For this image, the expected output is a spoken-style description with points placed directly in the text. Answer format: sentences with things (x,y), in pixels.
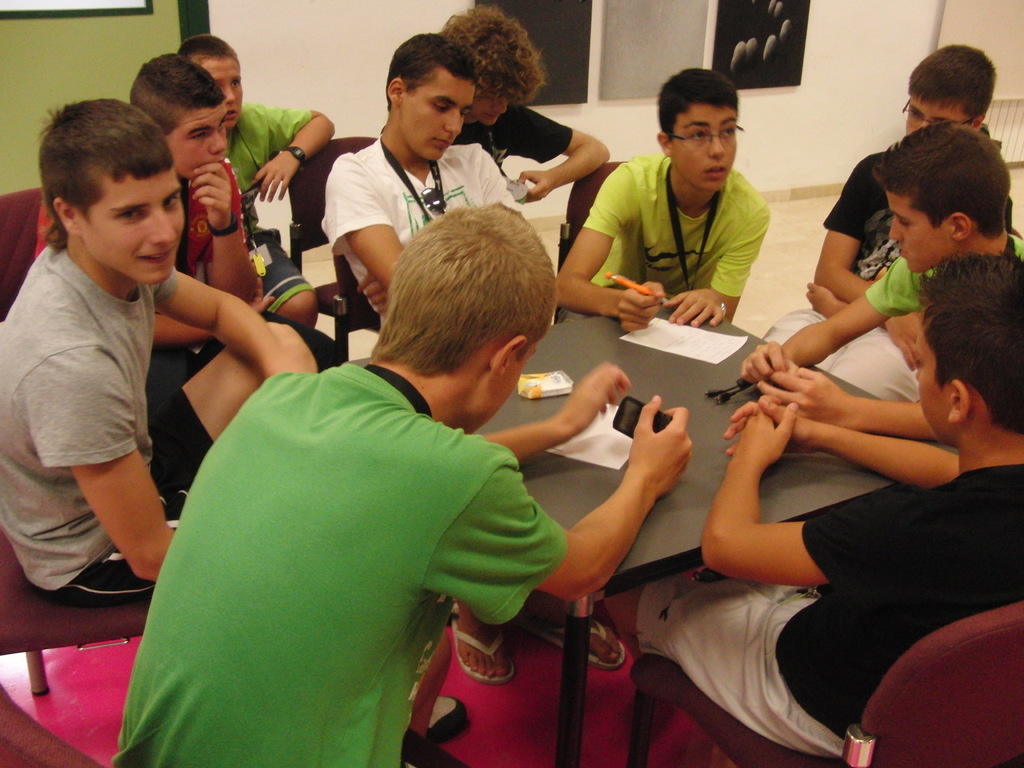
In this image we can see group of persons (455,283) sitting around the table (667,377). On the table (685,374) we can see papers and box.
